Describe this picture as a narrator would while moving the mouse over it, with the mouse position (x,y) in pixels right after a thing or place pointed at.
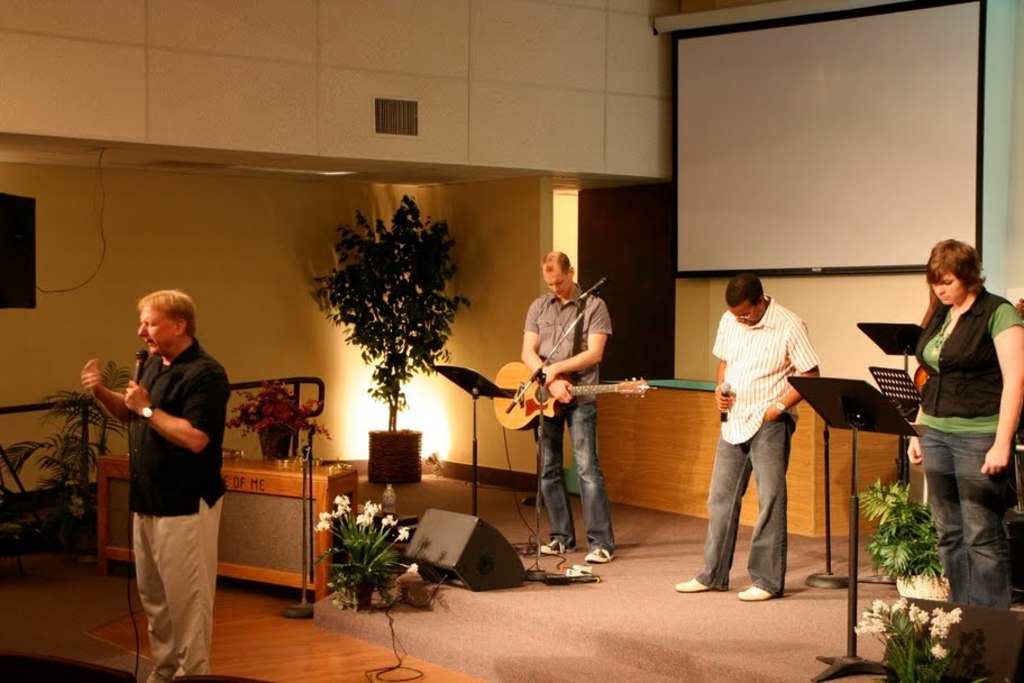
On the background (206,254) we can see wall (248,237), whiteboard (891,266). We can see a person (573,317) standing in front of a mike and he is holding a guitar (546,395) with his hands (551,400). Here we can see a man (730,418) holding a mike (724,380) in his hand (720,391) and standing. We can see a woman (932,419) standing in front of a table (905,419). Here we can see a man (136,384) holding a mike (141,368) in his hand (145,400) and talking. This is a platform (446,615). We see flower plants (371,554) here.
